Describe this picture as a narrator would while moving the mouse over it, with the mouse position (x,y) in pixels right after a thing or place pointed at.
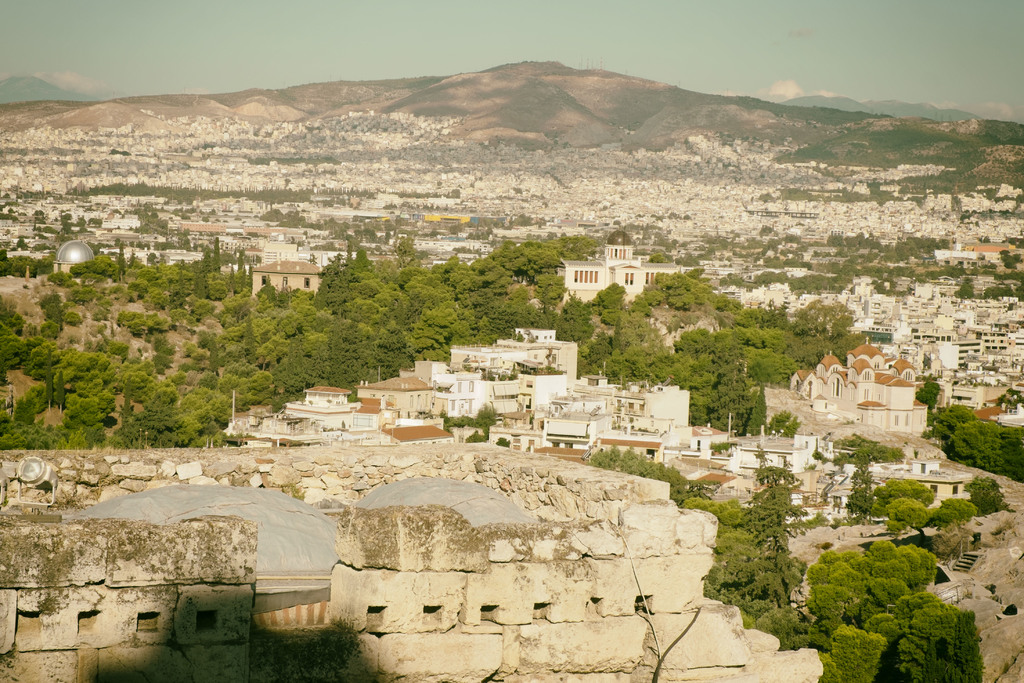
In the foreground of this image (500,394), we can see many buildings (537,388), trees (389,325) and the mountain (567,98) in the background (550,91), sky (660,14) and the cloud (787,82) at the top (750,43).
